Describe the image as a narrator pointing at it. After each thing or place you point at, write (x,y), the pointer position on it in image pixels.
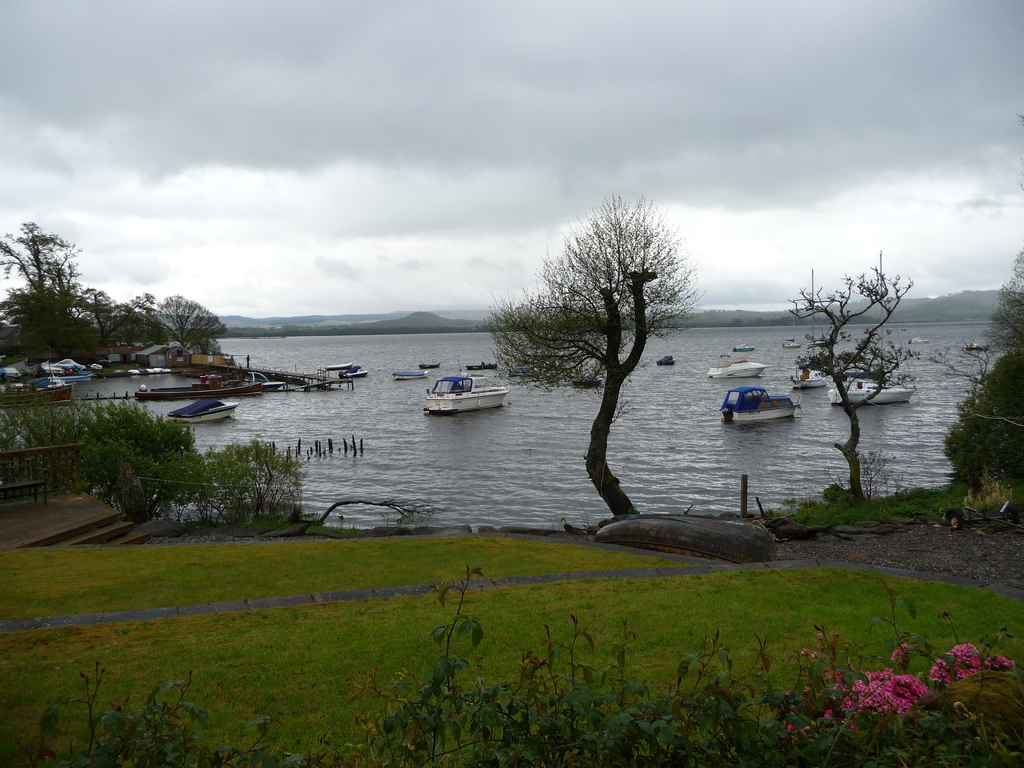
In this picture we can see few boats (469,378) on the water (459,433), and we can find few houses (131,358), trees (165,335) and clouds (363,231), at the right bottom of the image (868,680) we can see few flowers (868,684).
